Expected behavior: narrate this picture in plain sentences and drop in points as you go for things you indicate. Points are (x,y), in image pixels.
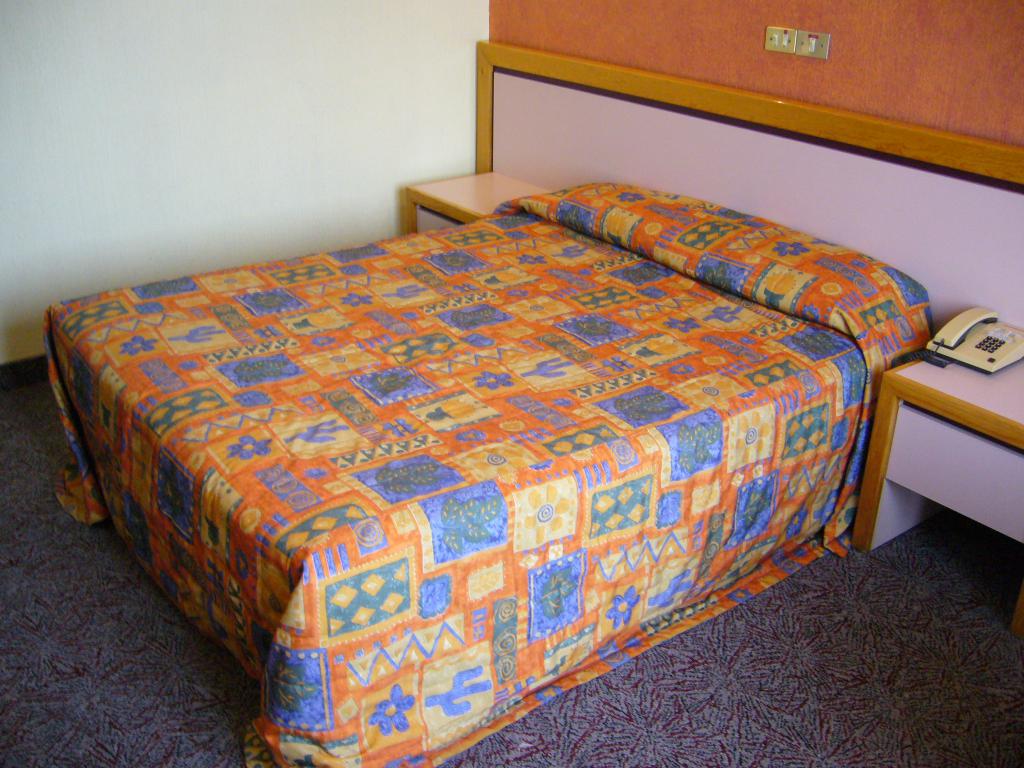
In this image we can see a bed (395,567) with bed sheet (805,269) on it. Here we can see the telephone (972,327) kept on the wooden drawers (917,454) and switch board (802,39) fixed to the wall (864,88).
